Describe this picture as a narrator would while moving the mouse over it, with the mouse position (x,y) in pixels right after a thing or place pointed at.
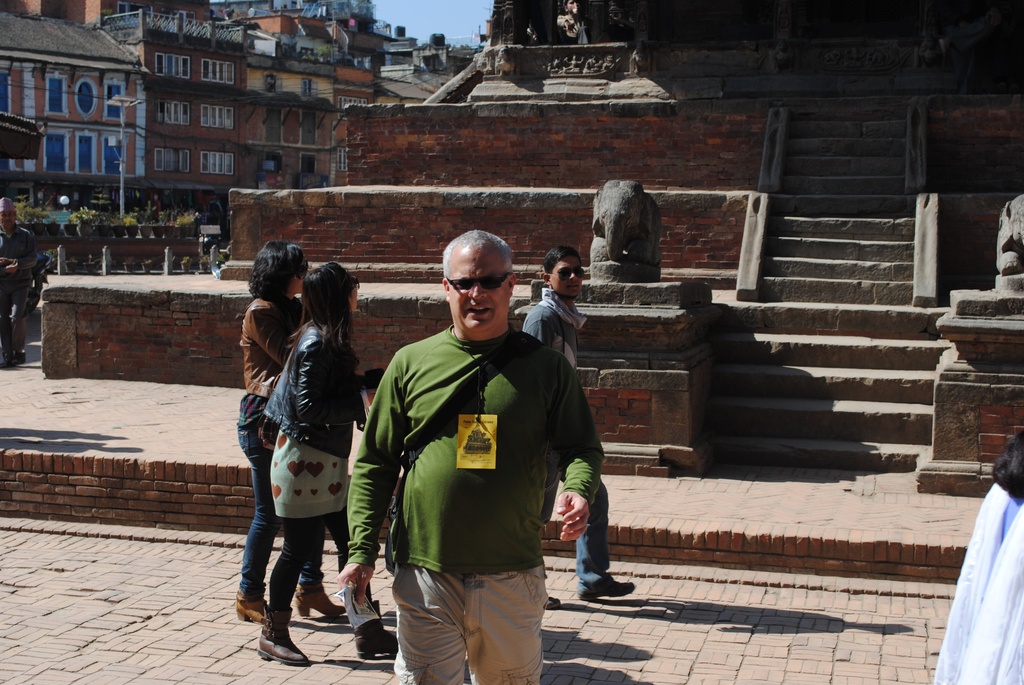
In this image we can see a man (475,471) is standing. He is wearing green color t-shirt (473,502). Behind him people (287,323) are there and one monument (740,183) is present. Top left of the image (188,93) buildings (164,101), pots (143,226) and poles (122,154) are present.
